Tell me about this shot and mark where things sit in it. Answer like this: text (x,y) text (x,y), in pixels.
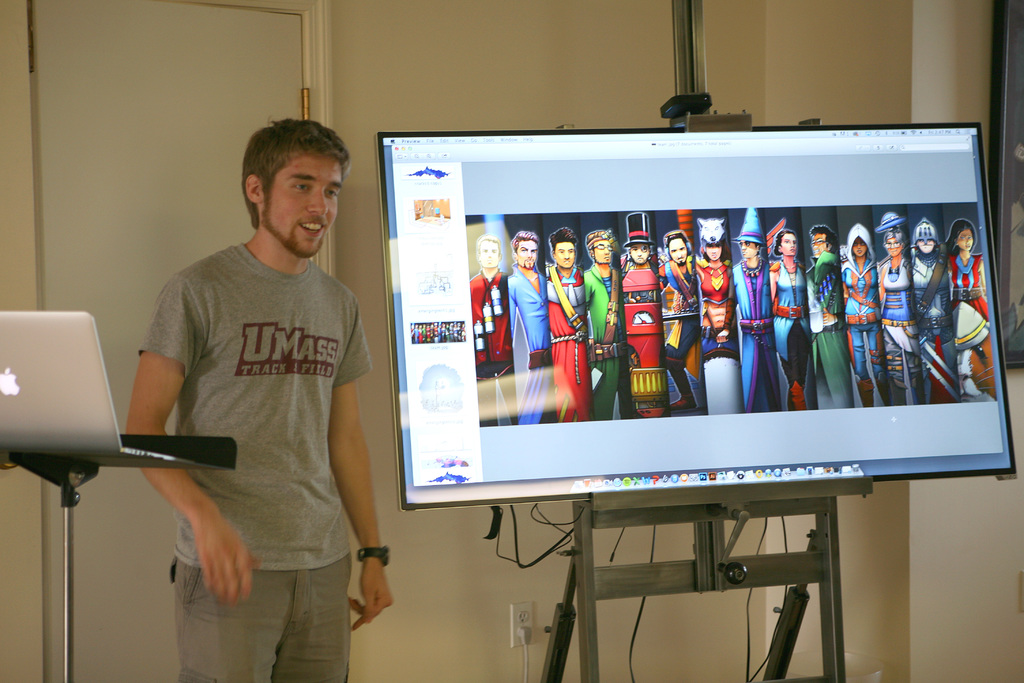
This picture is clicked inside. On the left corner (42,378) there is a laptop (83,447) placed on the stand (58,479) and there is a man (268,206) wearing t-shirt (281,334) and standing on the ground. On the right (965,372) there is a television (773,423) attached to the stand (632,572). In the background (479,8) there is a door (195,35) and the wall (413,5) and a picture frame (1014,126) hanging on the wall (945,537).
